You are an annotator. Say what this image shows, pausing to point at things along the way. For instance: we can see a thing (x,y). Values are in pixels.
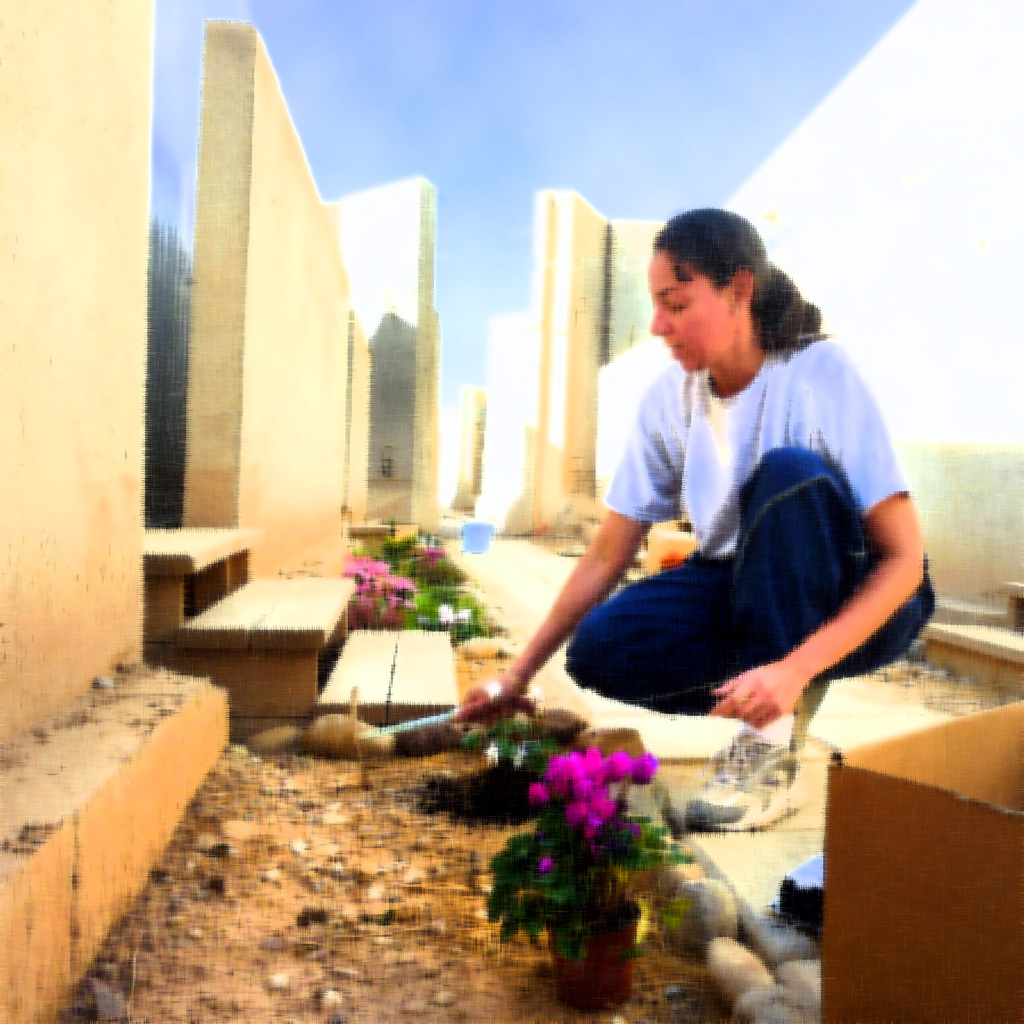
In this image, I can see the woman (744,576) sitting in squat position and holding an object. At the bottom right corner of the image (910,943), It looks like a cardboard box (912,907). There are the walls (141,468) and wooden steps (207,534). At the bottom of the image (570,834), I can see the plants (543,802) with flowers (571,767) and the rocks (747,988). In the background (502,305), there is the sky (502,80).
